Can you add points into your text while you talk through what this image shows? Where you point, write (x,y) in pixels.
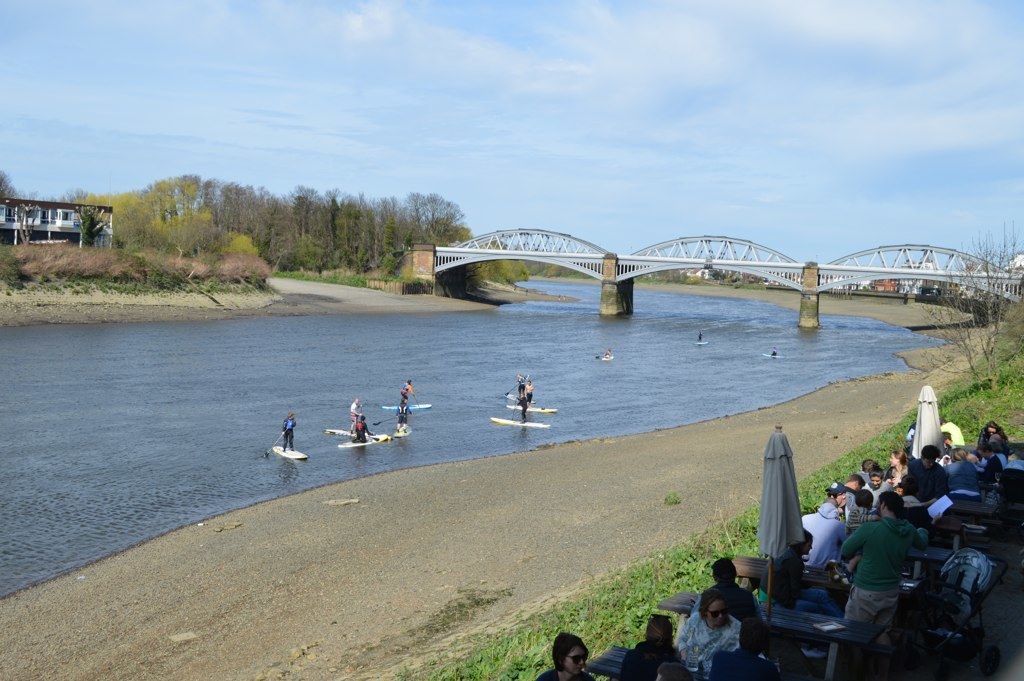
In this image, there are a few people (759,622). Among them, some people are standing on paddleboards (403,434) on the top of the water (545,382). We can see some tables (849,629) with objects (909,577). We can see some poles (780,470) with cloth (934,429). We can see some grass (1023,391), plants (1015,381) and trees (300,204). We can also see a house (104,236). We can see the bridge (814,264) above the water (565,282). We can also see the sky (454,119) with clouds (603,73). We can see the ground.
